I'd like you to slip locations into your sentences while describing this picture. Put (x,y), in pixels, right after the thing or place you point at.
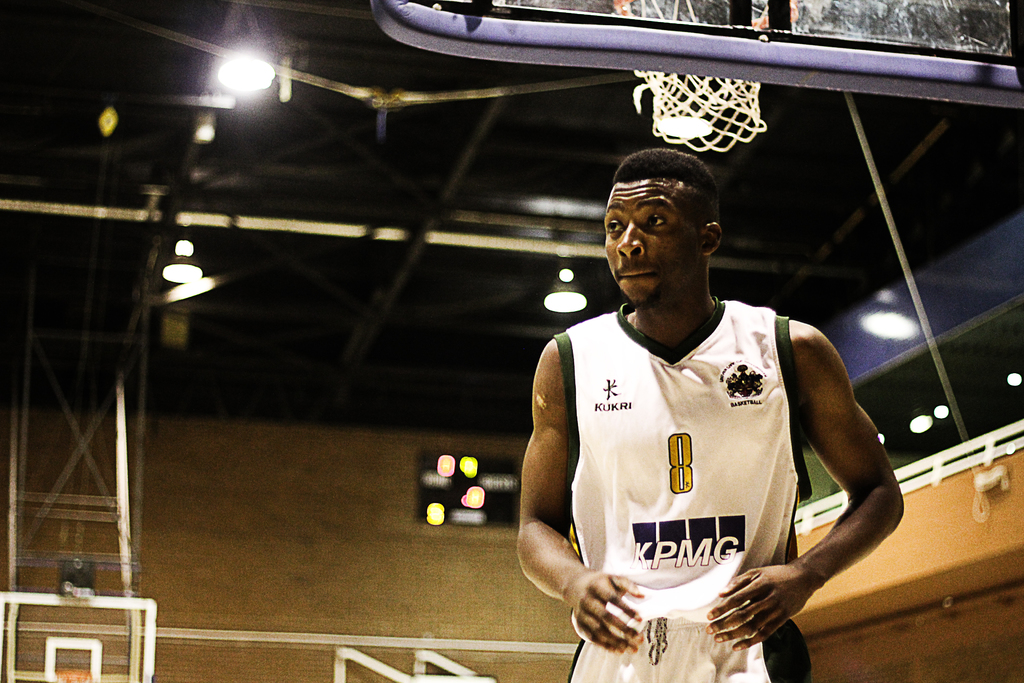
In the foreground of this picture (666,411), there is man (697,432) in white sports dress (697,432) in a basketball court (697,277). In the background (221,336), there is a basket (664,76), pole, ceiling (332,372), wall (303,536), lights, and the pipes (147,213).
